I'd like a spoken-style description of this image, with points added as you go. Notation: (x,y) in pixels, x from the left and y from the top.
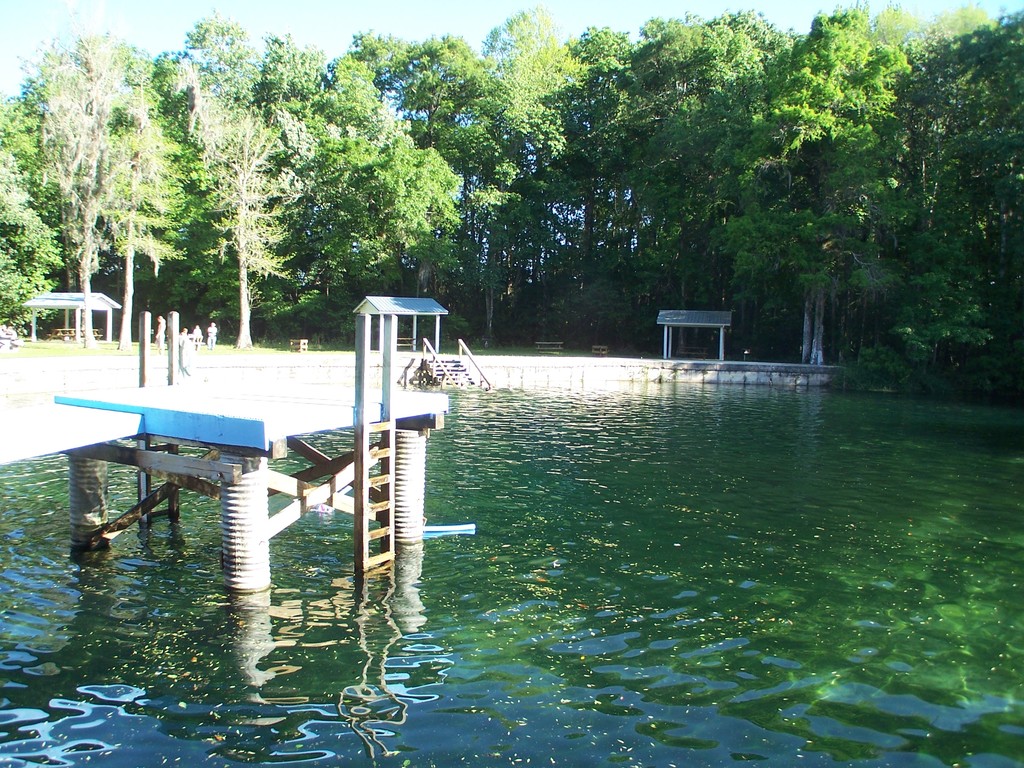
In this image, we can see some water (564,595) with some objects (381,538). We can see some stairs (467,382) and a few people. We can see the ground (274,351) with some objects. We can see some sheds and the sky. There are a few trees (255,150).
